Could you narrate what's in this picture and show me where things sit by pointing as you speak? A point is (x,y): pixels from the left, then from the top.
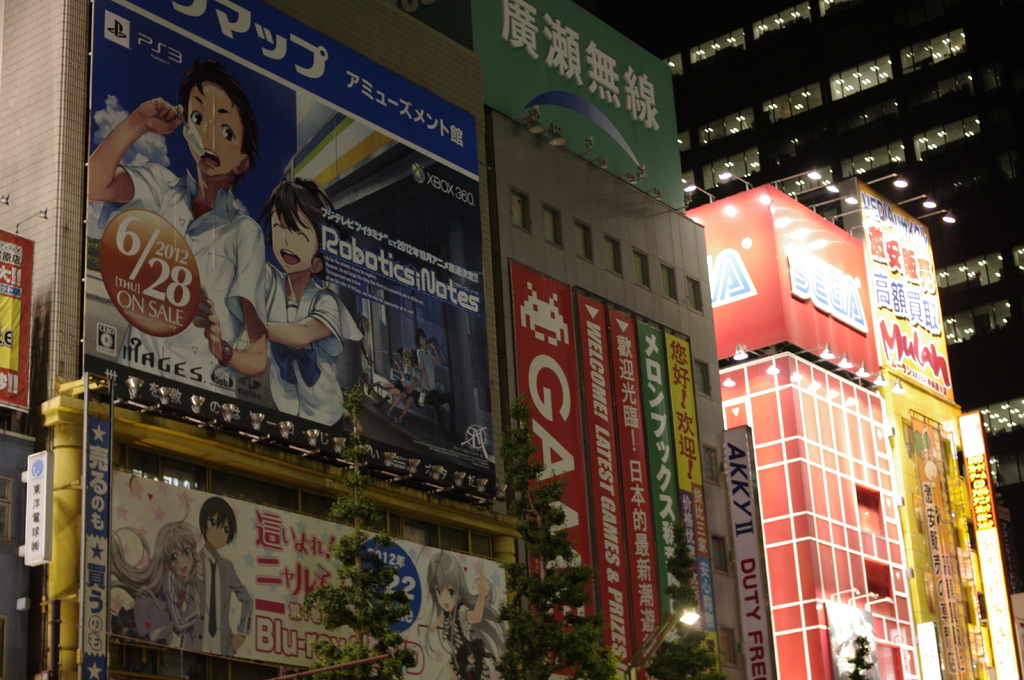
In the picture we can see several buildings (69,84), on one building (726,627) we can see, full of banners (619,618), and hoardings (274,521) and on another building (831,488) we can see with lights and it is in red color and beside it we can see another building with many floors (943,254) and lights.
